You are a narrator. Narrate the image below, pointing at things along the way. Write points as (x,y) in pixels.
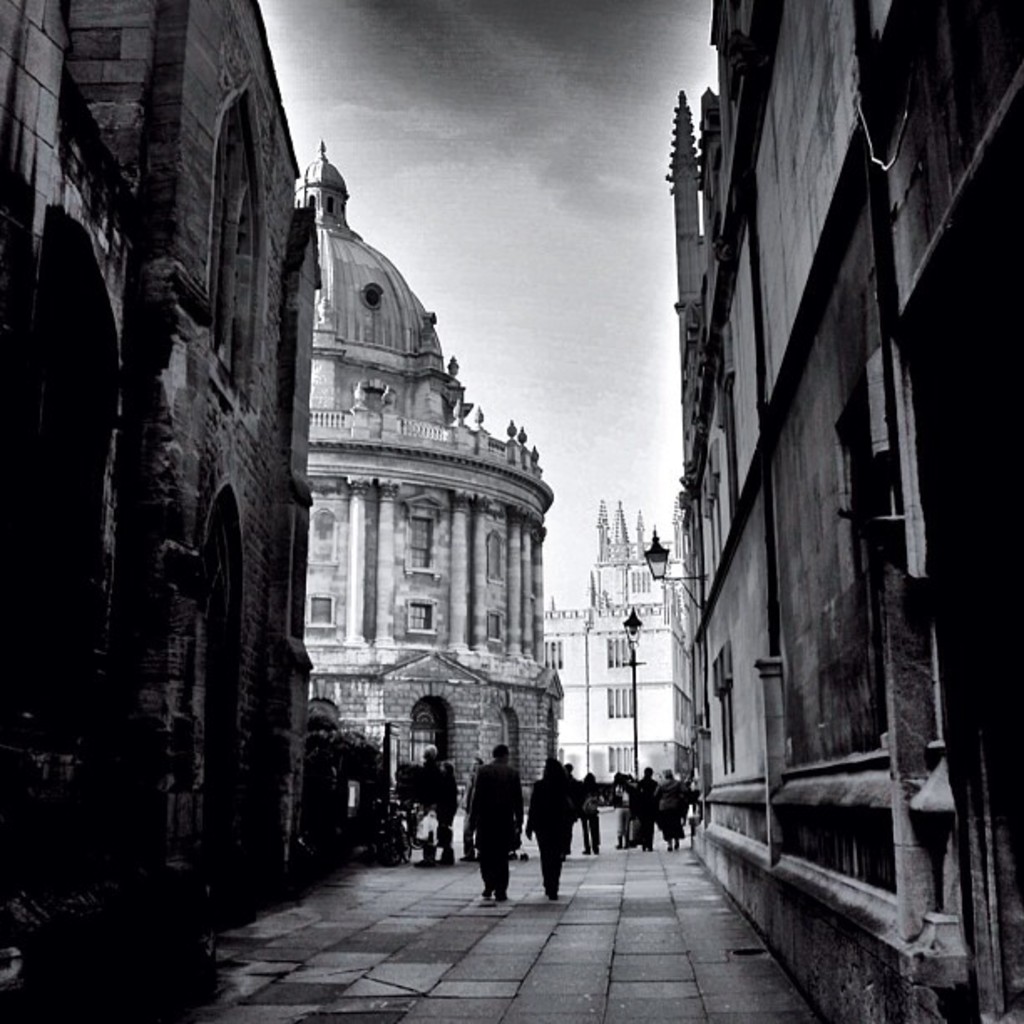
Black and white picture. In this picture we can see people (656,784), buildings (502,579), light pole (635,623) and sky (622,492). Lamp (651,562) is attached to the wall (703,569).
